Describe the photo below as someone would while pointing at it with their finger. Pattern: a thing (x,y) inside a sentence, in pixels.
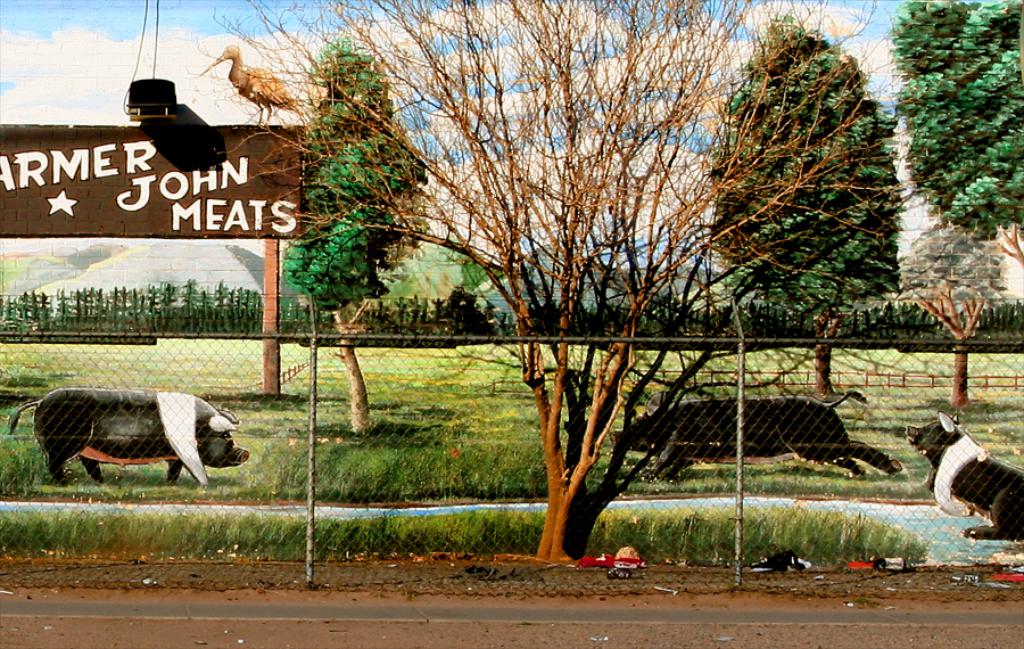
In this image I can see trees (346,315) in green color, background (195,467) I can see few animals (207,453) in gray, brown and black color, left I can see a board (150,198). Background (27,36) I can see sky (98,31) in white and blue color.
